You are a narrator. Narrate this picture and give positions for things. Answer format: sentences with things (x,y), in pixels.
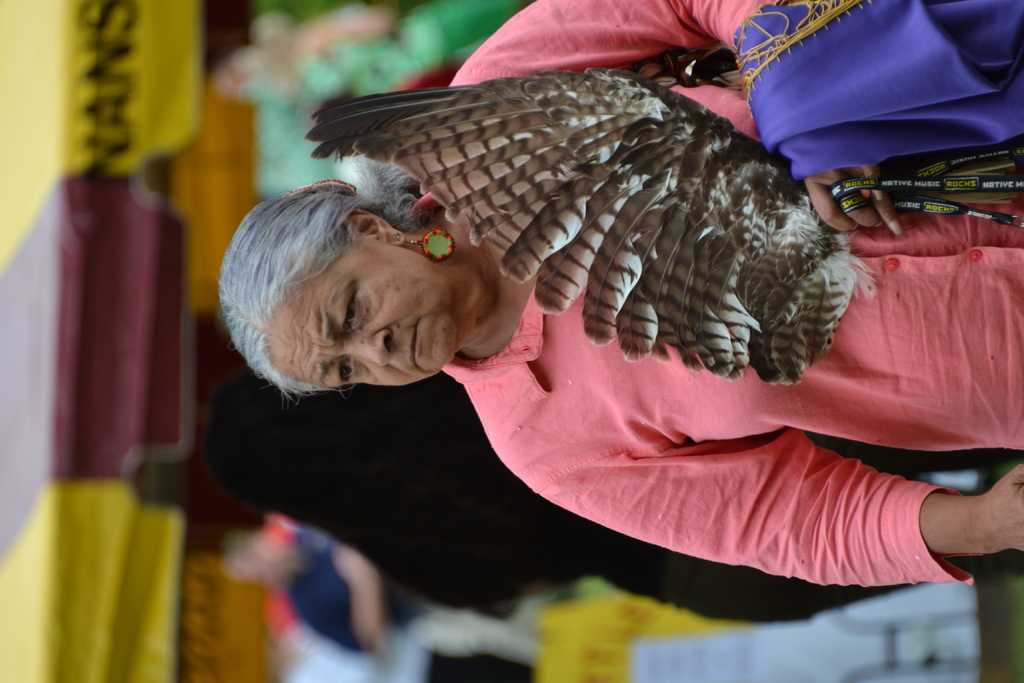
There is one women (493,328) standing and holding some objects (636,290) as we can see in the middle of this image (532,293).
